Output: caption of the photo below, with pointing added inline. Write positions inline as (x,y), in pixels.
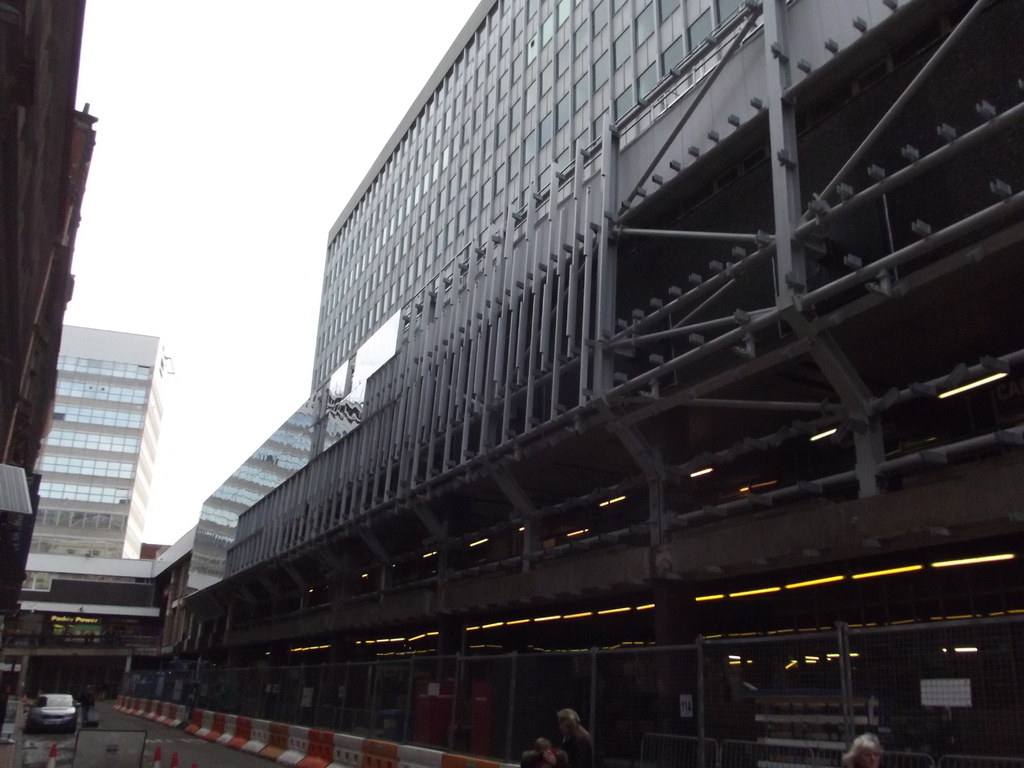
In the image we can see there are many buildings (413,456) and windows (103,463) of the building (532,542). There is a vehicle (53,709) on the road (188,747), there are people (567,728) wearing clothes (556,757), these are the road cones (156,760), this is a barrier (242,725), light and a sky (172,198).
